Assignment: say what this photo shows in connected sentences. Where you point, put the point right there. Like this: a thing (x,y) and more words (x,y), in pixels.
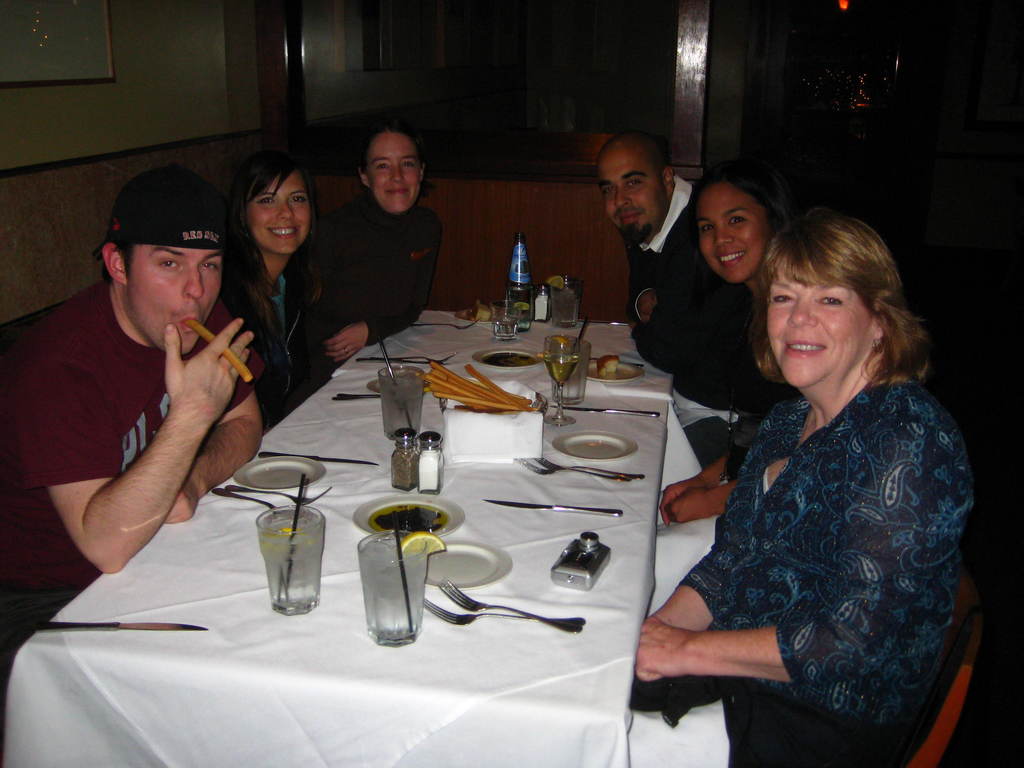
In this image I see 2 men (137,534) and 4 women (725,196) and all of them are sitting on the chairs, I can also see these 5 are smiling and there is a table (186,743) in front (583,755) and there are few things (521,262) on it.
